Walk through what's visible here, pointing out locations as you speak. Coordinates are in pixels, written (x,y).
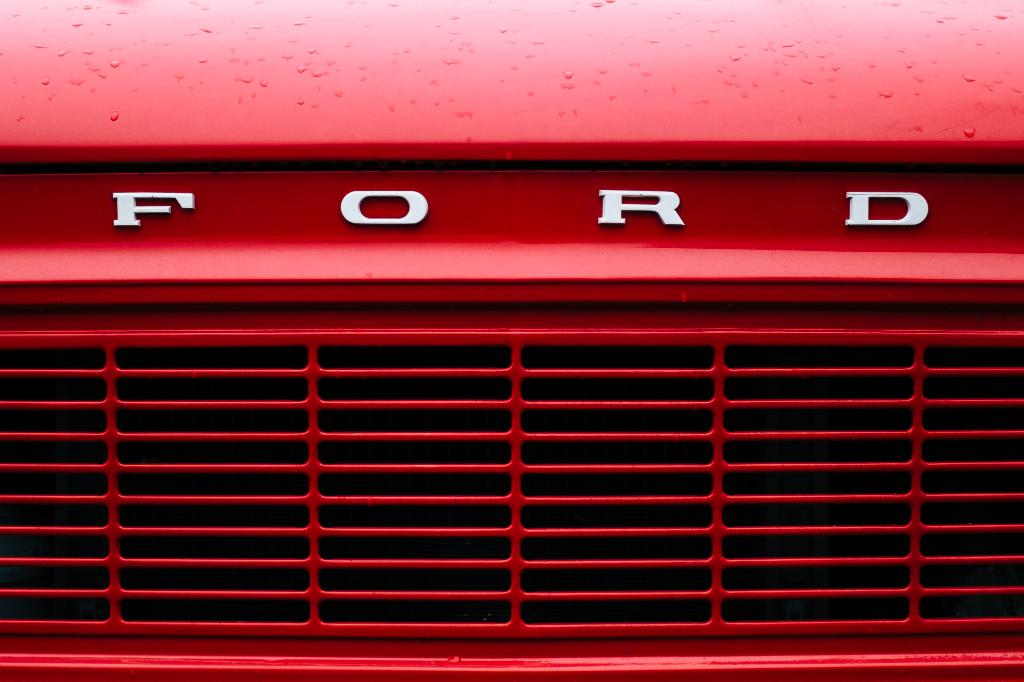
In this image we can see a front part (216,217) of a car (178,274) which is in red color.
